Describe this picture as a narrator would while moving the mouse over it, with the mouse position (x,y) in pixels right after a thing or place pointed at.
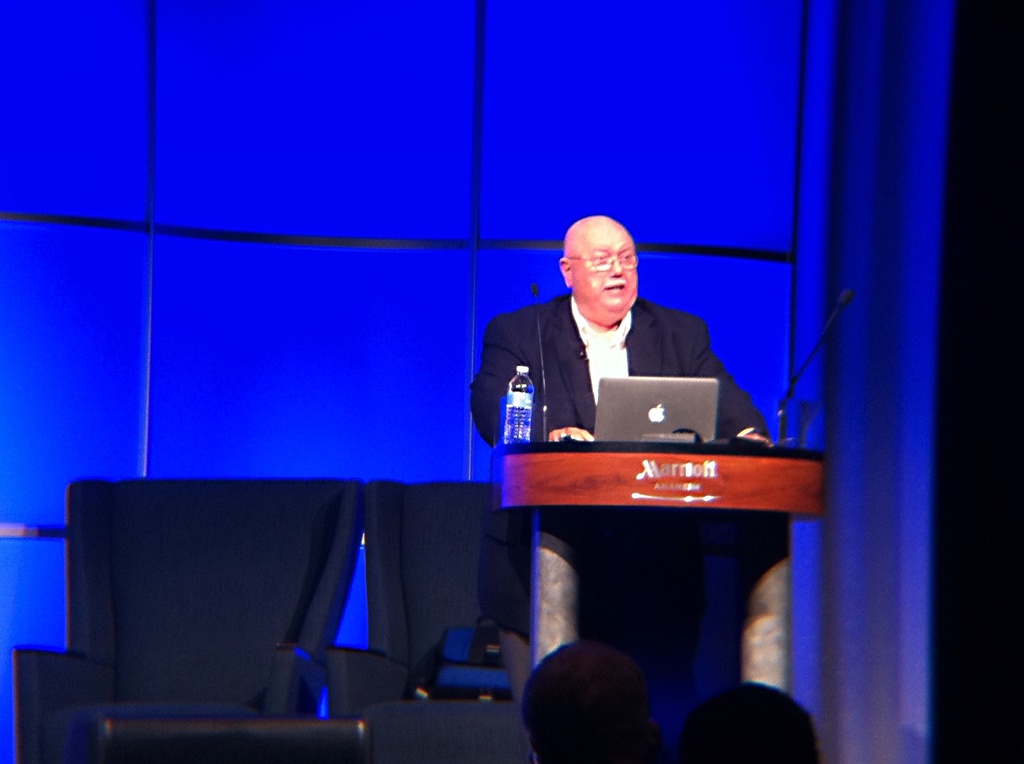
In this image there is a person (621,273) standing in front of the table (666,508). On the table (649,477) there is a laptop (672,412), mic (814,350) and a bottle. At the bottom of the image (603,728) we can see the heads (650,742) of two people (640,731), there are two chairs (380,638) and in the background (407,257) there is a wall (320,140).
